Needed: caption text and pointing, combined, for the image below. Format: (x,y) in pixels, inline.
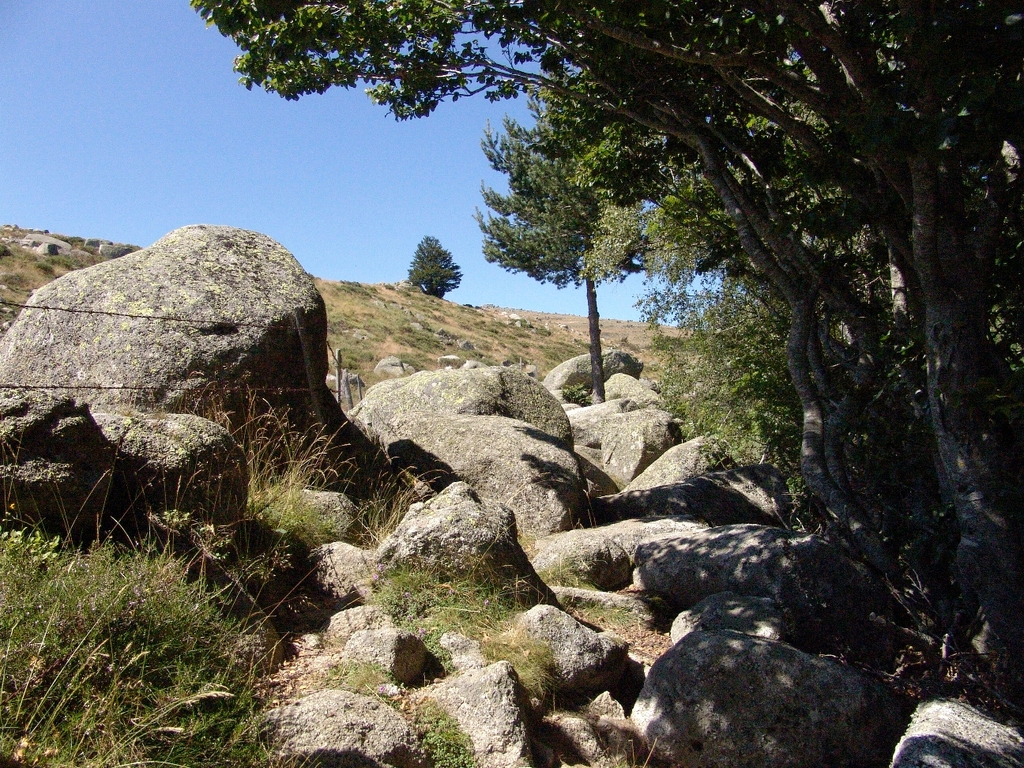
In this image on the right side (839,324) there are some trees (793,438), at the bottom (161,601) there is grass (432,595) and some rocks (170,306). On the top of the image (119,167) there is sky (396,234).
